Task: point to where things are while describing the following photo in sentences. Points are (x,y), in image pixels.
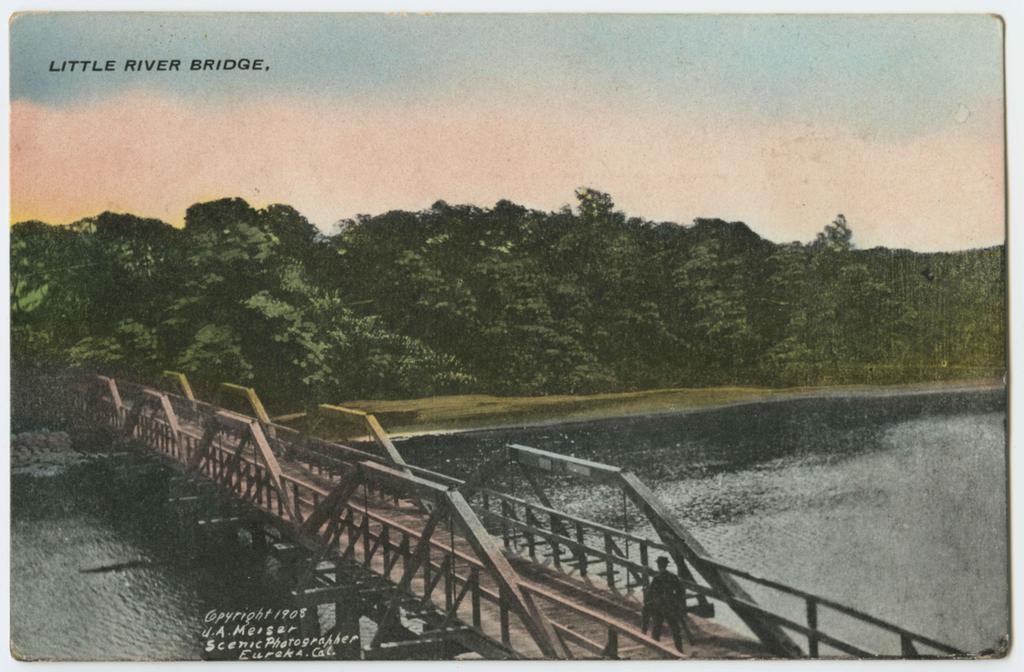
In this image, we can see a poster (225,325) with some images (137,251) and text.
